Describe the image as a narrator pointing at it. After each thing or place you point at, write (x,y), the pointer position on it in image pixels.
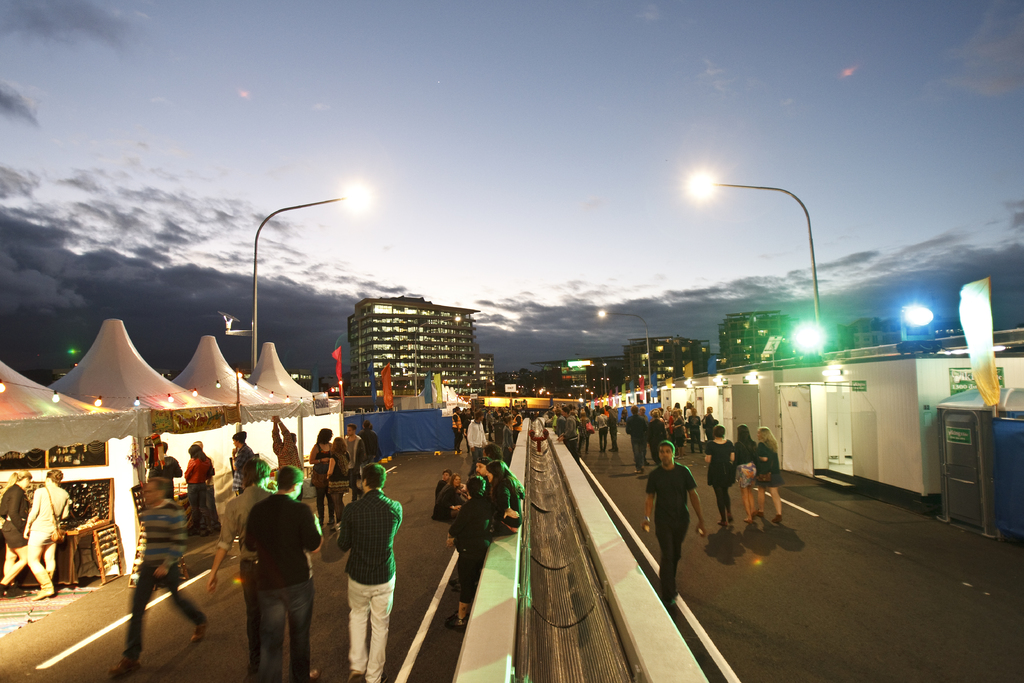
In the center of the image (489,447) we can see persons (469,501) on the road (417,499). On the right side of the image (729,187) we can see street lights (776,187), flags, and washrooms (954,436). On the left side of the image (190,394) we can see tents (71,471) and flags (427,381). In the background (479,380) we can see buildings (399,392), sky (385,224) and clouds (298,322).
